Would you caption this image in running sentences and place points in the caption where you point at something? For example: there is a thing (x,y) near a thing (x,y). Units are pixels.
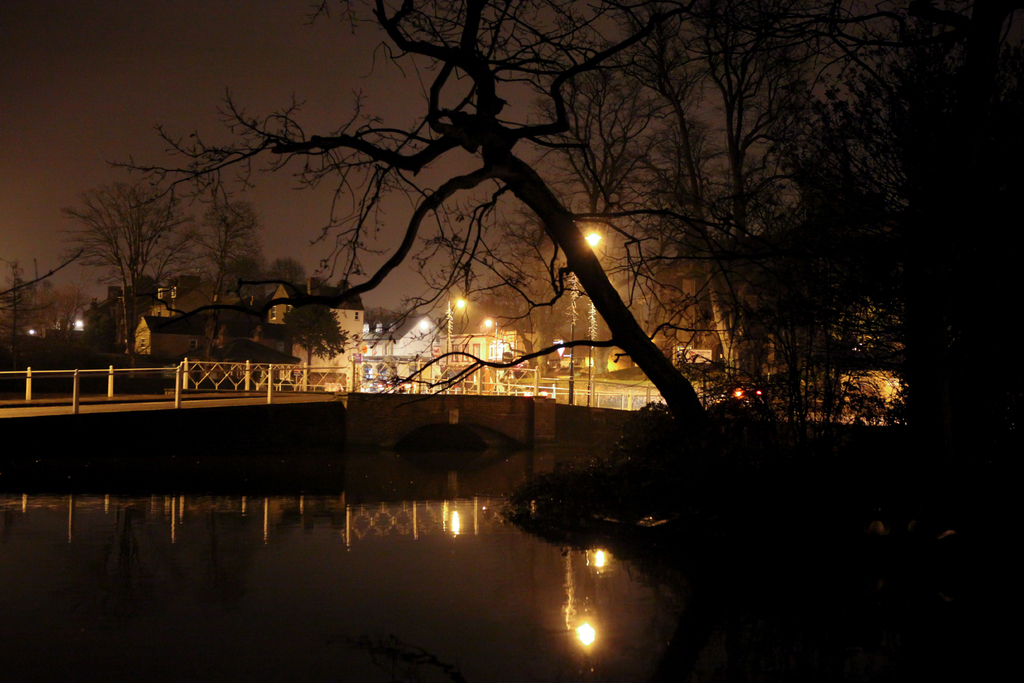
In this image I can see few dried trees (437,114), water (273,487). Background (268,350) I can see few light poles (446,310), buildings (344,346) and sky (125,84).
